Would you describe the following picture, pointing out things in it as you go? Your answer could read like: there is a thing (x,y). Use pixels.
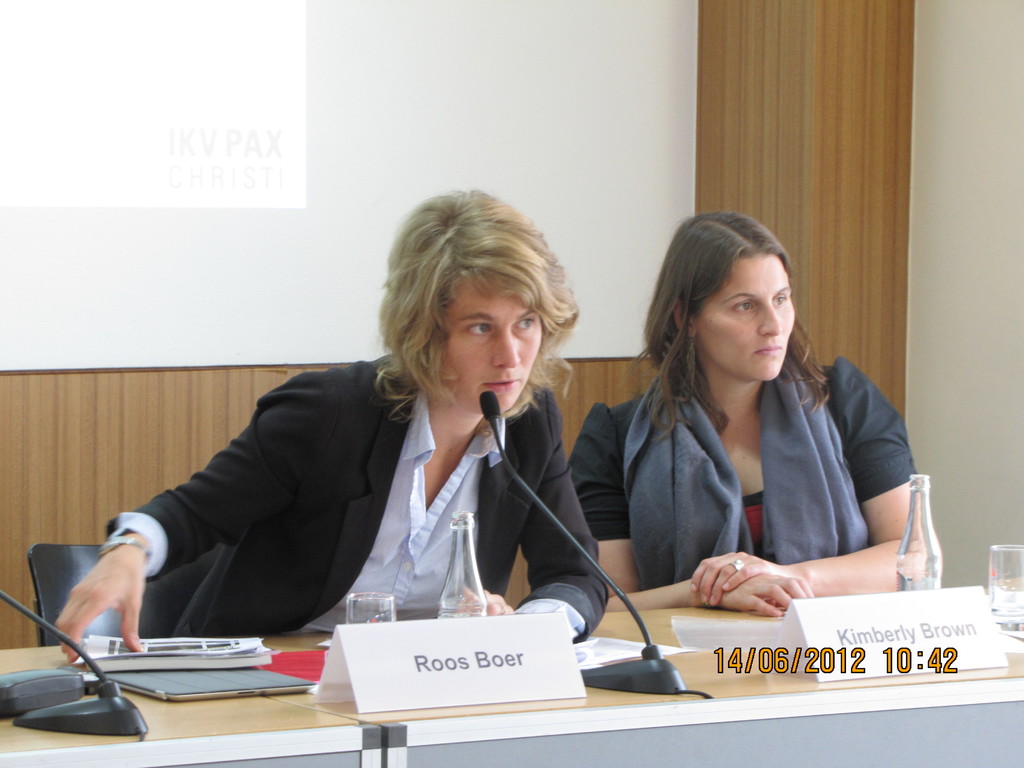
In the center of the image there is a table (520,764) with glasses (1017,579), bottles (457,546). There are mics (510,461). There are paper (474,703) with text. There are two people (322,475) sitting on chairs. In the background of the image (789,95) there is wooden wall (796,82) with white color screen (307,175).
